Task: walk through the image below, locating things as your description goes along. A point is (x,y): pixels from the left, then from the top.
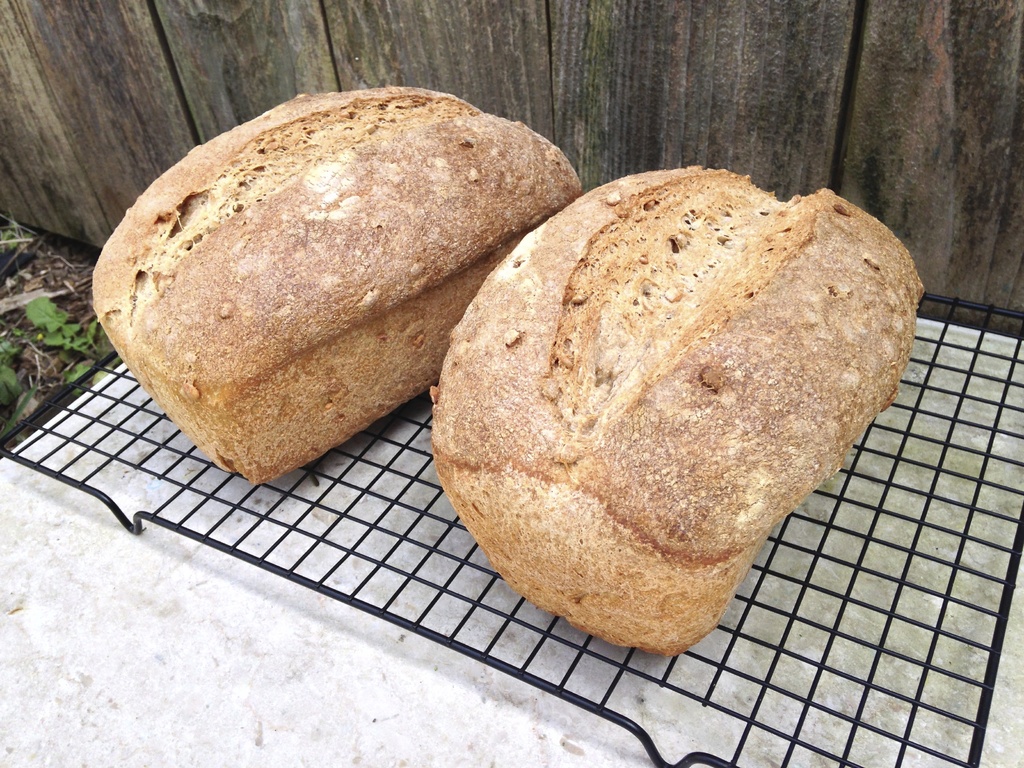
In the center of the image (477,308) we can see a loaves of bread (387,313) on the grill (752,640). In The background (904,136) there is a wall (665,72).
